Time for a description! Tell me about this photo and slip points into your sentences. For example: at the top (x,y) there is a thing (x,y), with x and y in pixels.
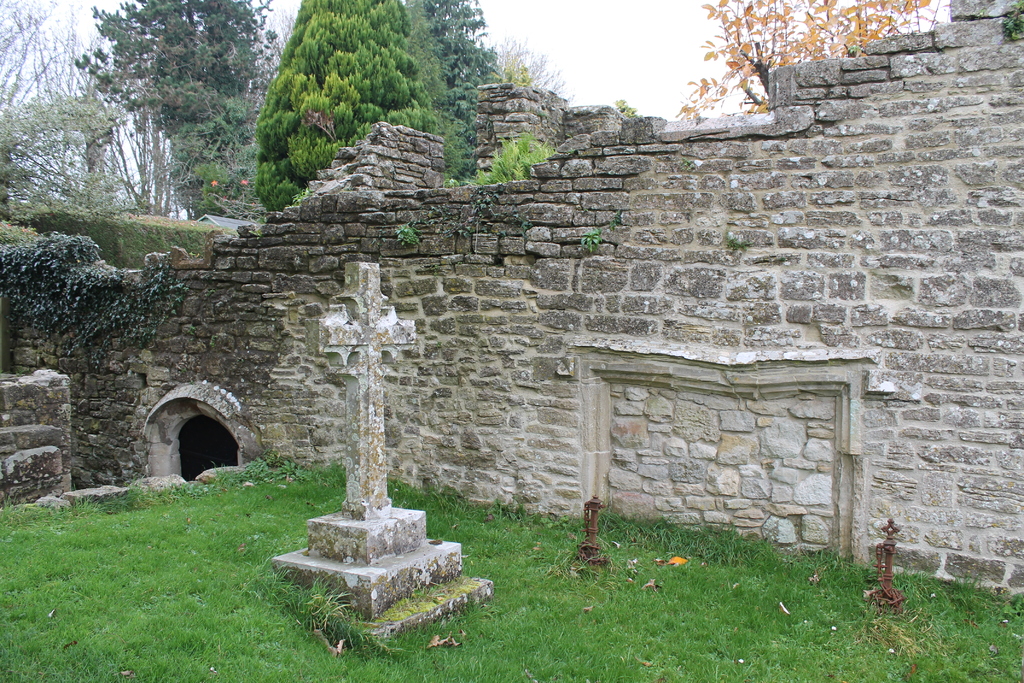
In this picture we can see a cross (343,323), grass (118,644), wall (396,236), trees (322,165) and in the background (571,55) we can see the sky (647,51).
